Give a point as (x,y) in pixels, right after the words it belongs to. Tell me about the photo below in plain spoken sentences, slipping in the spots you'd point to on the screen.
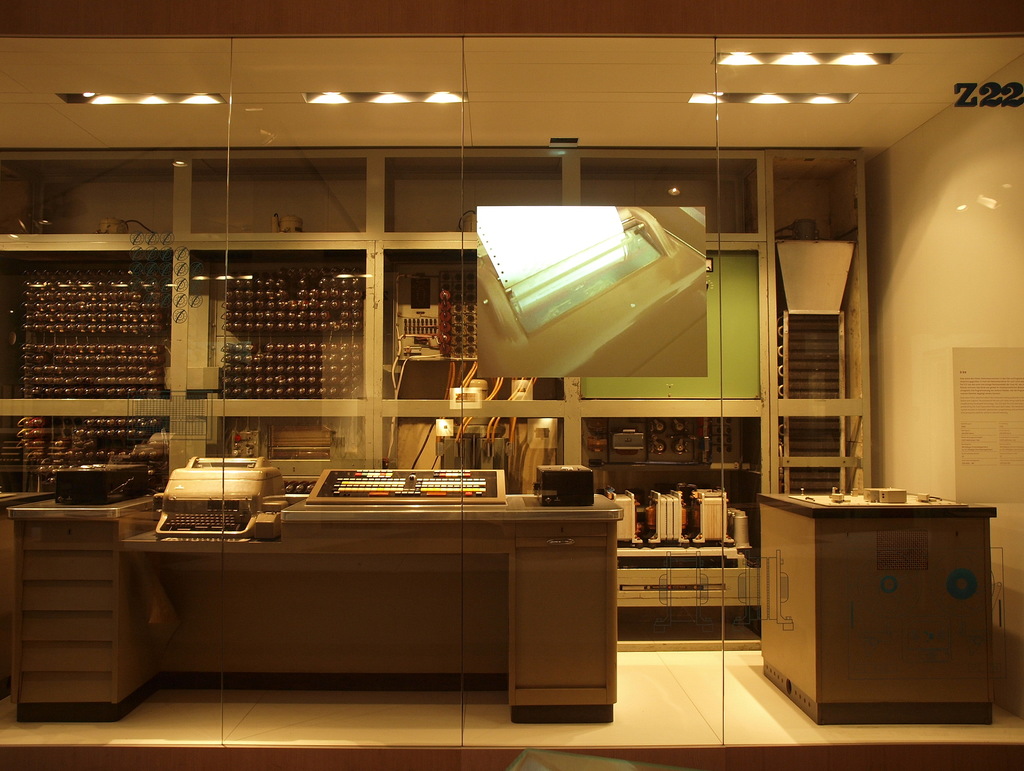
In this image there is a counter (53,565) on which there are objects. There is a table (886,539) to the right side of the image (907,496). In the background of the image (207,455) there is a cupboard (697,587) with objects (356,318) in it. At the top of the image (458,145) there is ceiling (672,144) with lights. In the foreground of the image (600,699) there is glass (760,592).
